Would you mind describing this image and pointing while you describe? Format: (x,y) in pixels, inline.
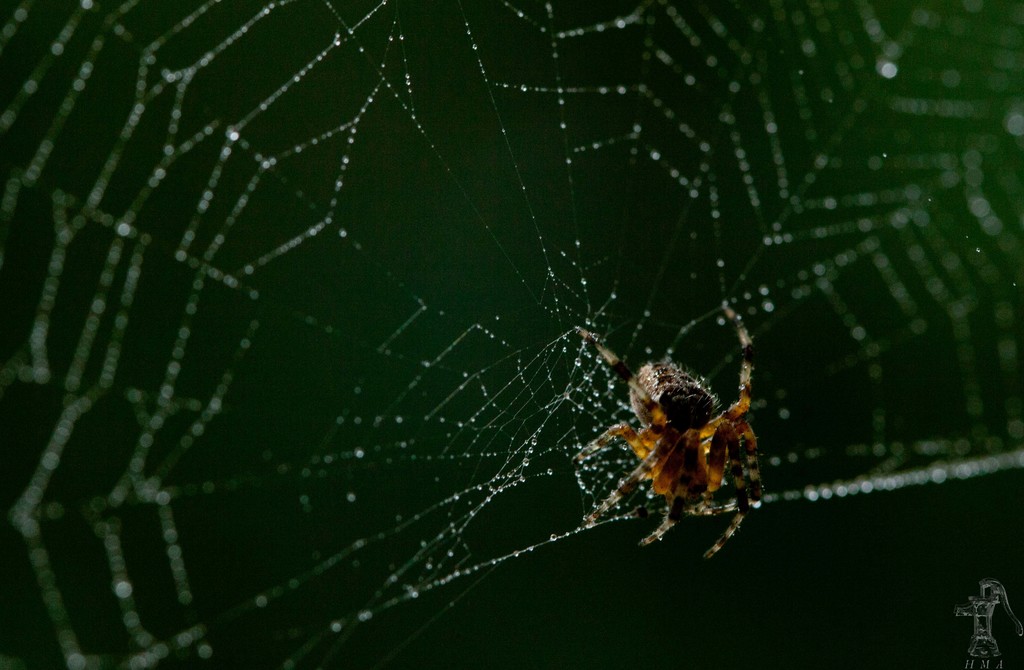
In this picture we can see an object (1013,617), spider (653,536) on the web (245,124) and in the background (350,221) it is green color.
